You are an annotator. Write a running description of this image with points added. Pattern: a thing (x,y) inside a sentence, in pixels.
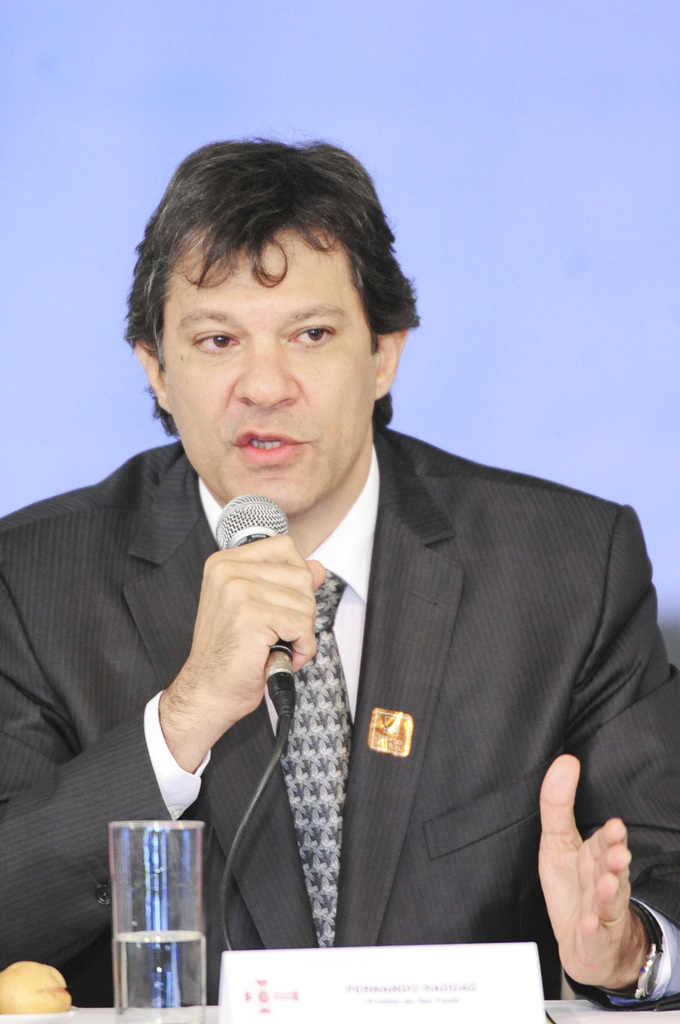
This is the picture of a man (314,727) in a black blazer (412,701) holding a microphone (256,529). In front of the man (419,651) there is a table (556,1018) on the table (555,1009) there is a name board (341,981) and water glass (156,962). Background of the man (218,570) is a wall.
